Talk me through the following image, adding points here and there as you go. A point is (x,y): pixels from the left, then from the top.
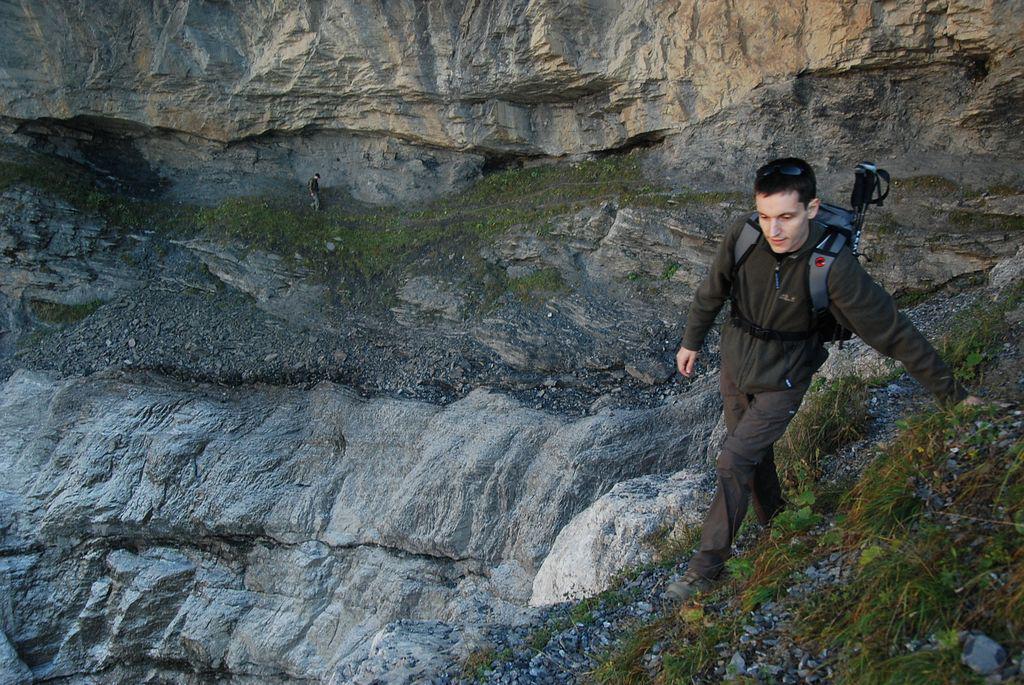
In this image in the center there is a man (734,433) walking. On the right side (761,551) there are grass (922,571) on the ground (803,602) and in the background (293,215) there is a person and there's grass (432,230) on the ground (307,210).
